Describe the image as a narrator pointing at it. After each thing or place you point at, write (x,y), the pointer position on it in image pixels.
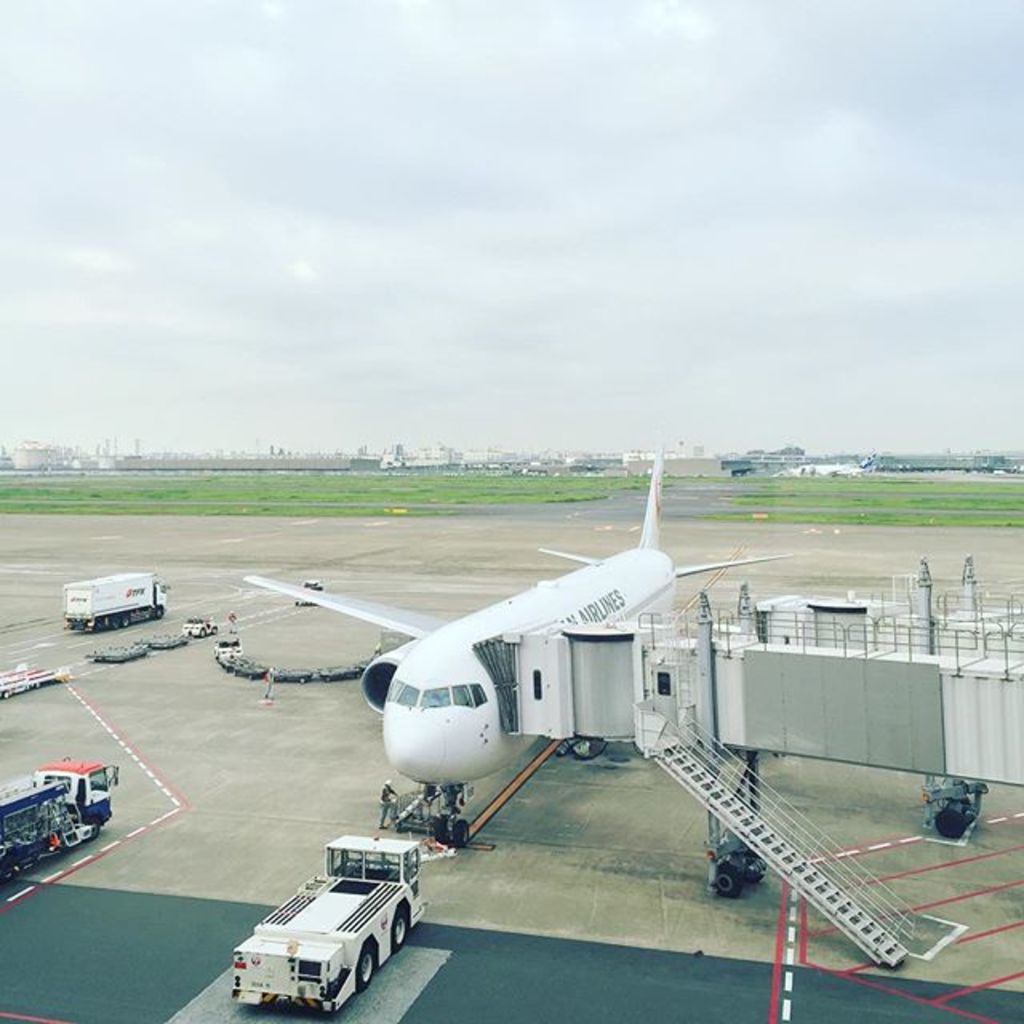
In this picture we can see an airplane (412,650), vehicles (269,938), staircase (645,743), person (390,794) standing and some objects (992,775) on the ground (530,787) and in the background (890,496) we can see the grass (470,494), buildings (839,461), sky (450,280).
